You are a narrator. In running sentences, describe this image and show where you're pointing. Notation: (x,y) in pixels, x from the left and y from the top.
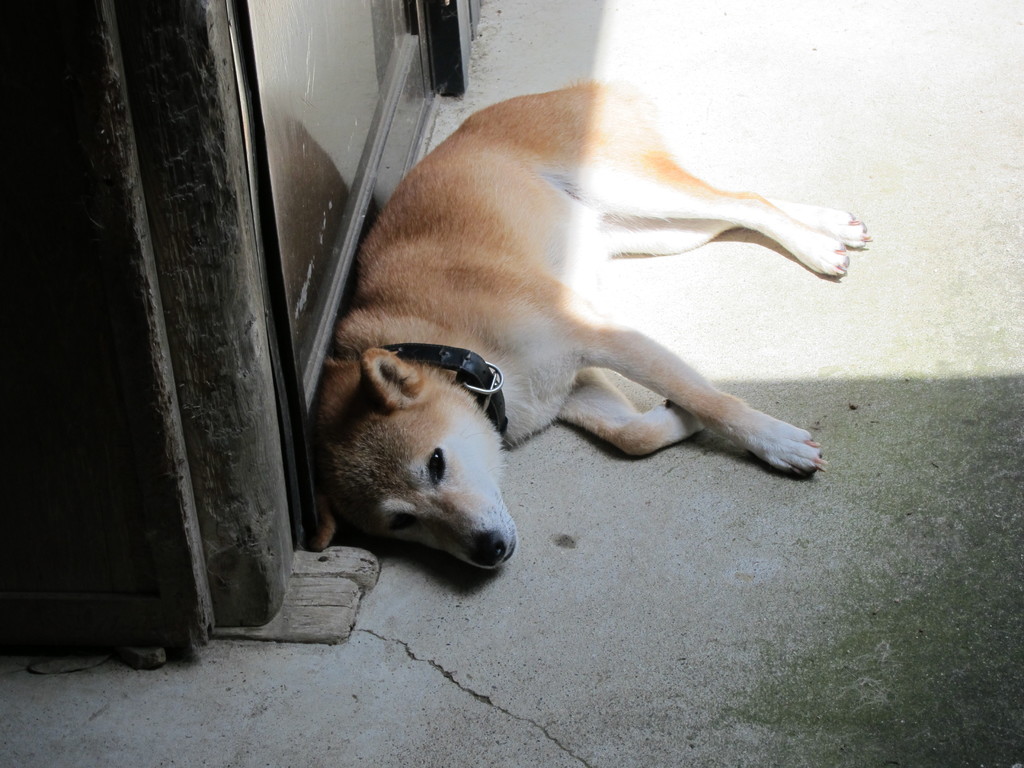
In this image there is a dog (598,374) on the floor (721,610). On the left side of the image (35,268) there is a door (30,99).
